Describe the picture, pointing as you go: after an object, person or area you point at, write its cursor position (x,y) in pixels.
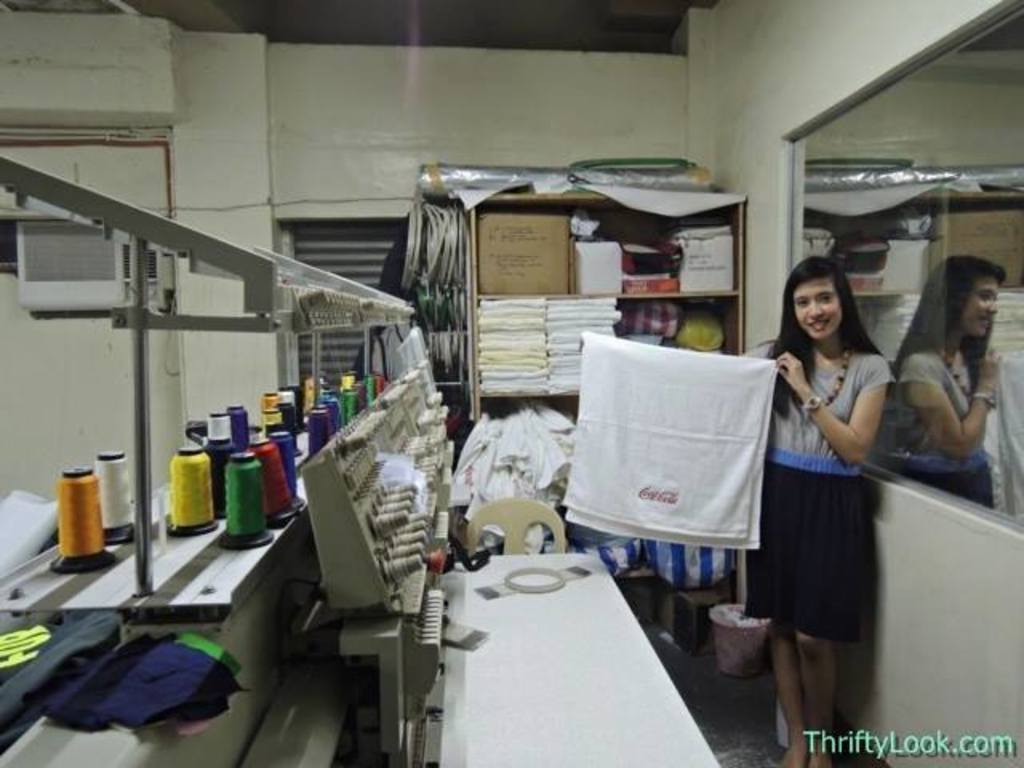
In this picture we can see a woman (790,499) who is holding a cloth (611,367) with her hands (805,381). These are the threads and this is table (472,587). On the background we can see a rack (548,255). And there is a wall (370,90).
